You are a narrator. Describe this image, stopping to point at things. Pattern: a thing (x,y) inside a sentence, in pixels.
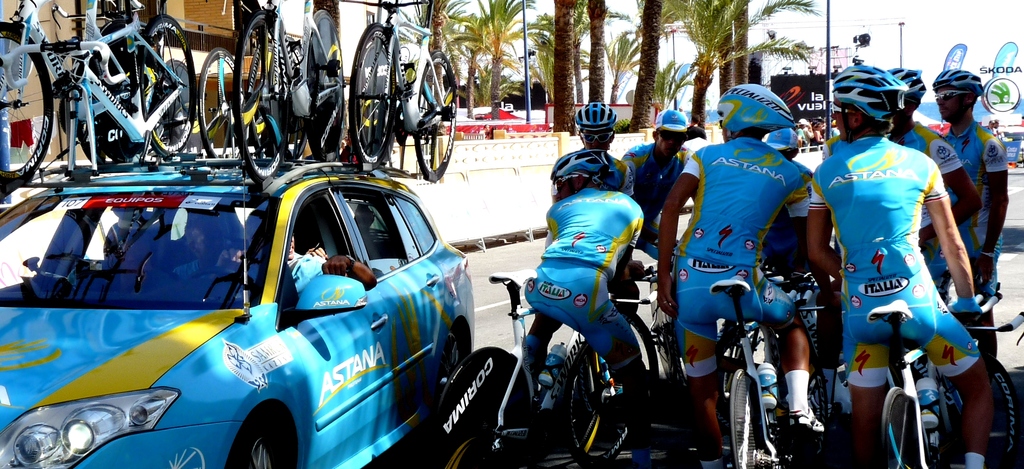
In this image we can see persons (729,244) standing on the road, persons (757,318) sitting on the bicycles (511,315), persons (291,258) sitting in the seats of the motor vehicle (237,264) and bicycles (174,108) on the top of it, buildings (204,14), trees (478,77), advertisement boards (947,67) and sky (519,55).
